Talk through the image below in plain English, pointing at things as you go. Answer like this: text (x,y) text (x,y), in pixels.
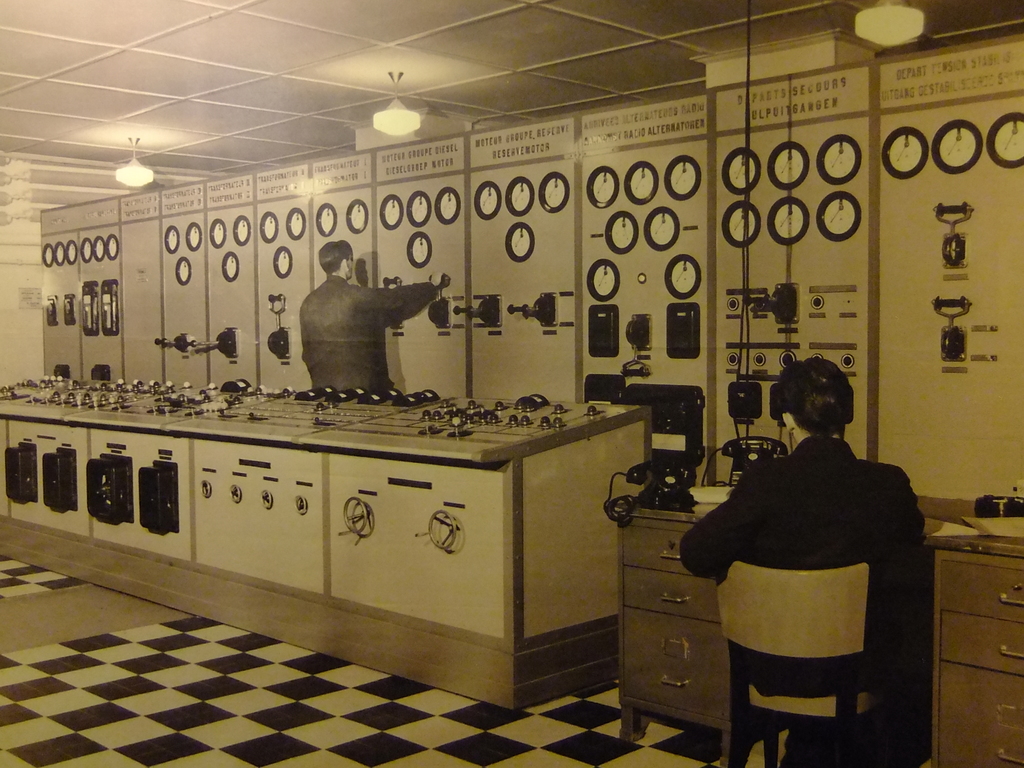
The person (338,309) in left (341,328) is operating a machine (444,276) in front of him and the person (834,495) in the right (846,516) is sitting in front of a table (926,514) which has telephones (745,454) on it.
